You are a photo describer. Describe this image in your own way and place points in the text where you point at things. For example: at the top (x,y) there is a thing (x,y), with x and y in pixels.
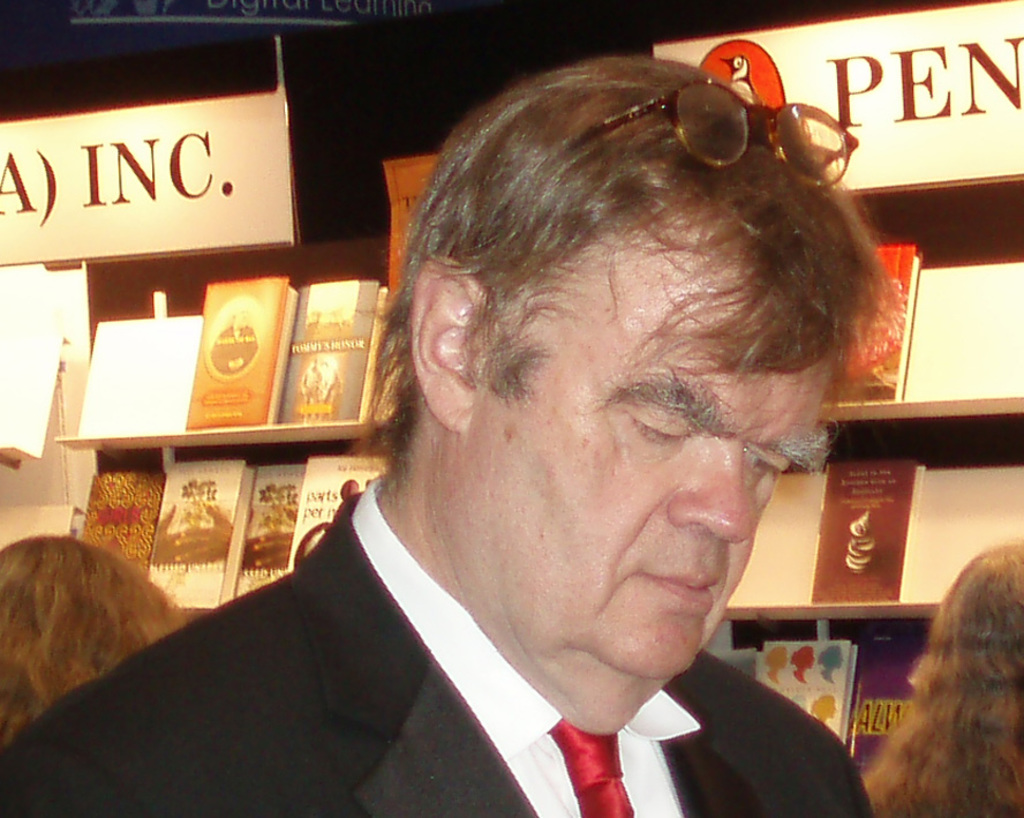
In this image we can see three persons (561,603), there are books (219,354) on the racks (1016,512), also we can see boards (667,45) with text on them.
